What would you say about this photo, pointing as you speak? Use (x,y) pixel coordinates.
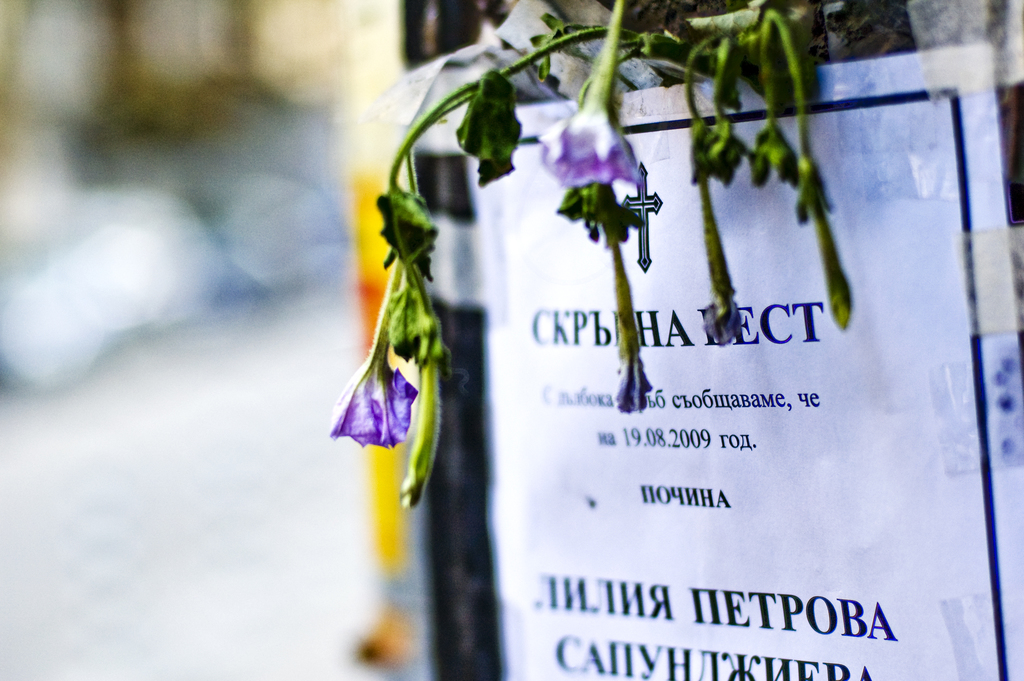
In the image there is a paper (761,342) with some printed text (562,642) and flowers (687,81) above it on a wall (881,35) and the background (177,107) is blurry.
